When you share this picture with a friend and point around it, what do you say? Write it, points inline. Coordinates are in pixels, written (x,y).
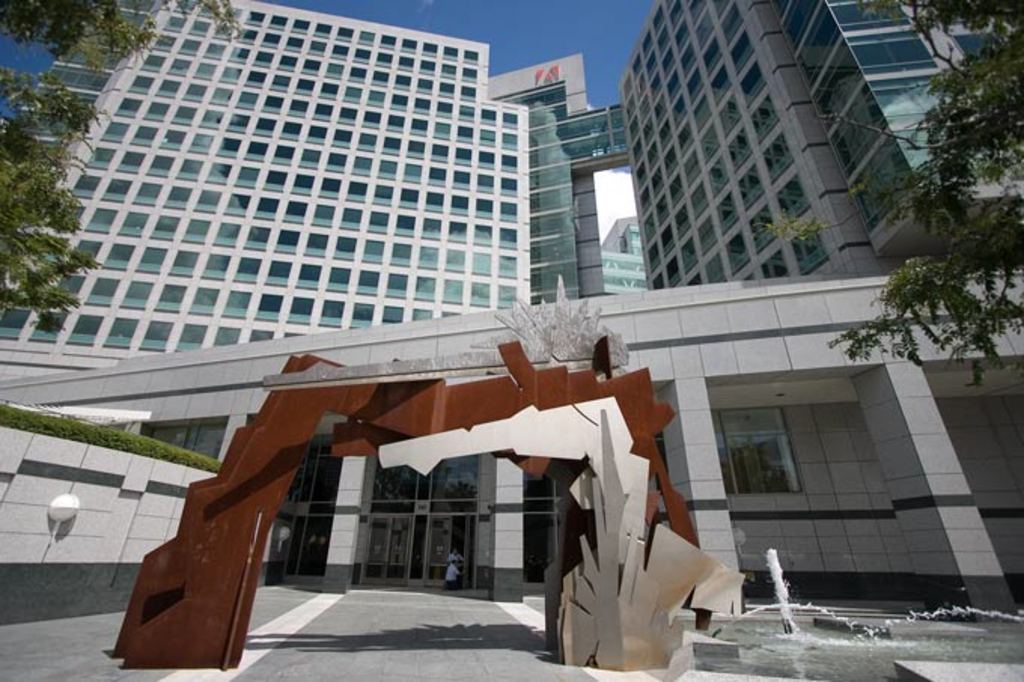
In this picture I can see the arch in front (699,569) and I can see the fountain (771,626). In the background (242,371) I can see the buildings (756,148), few trees (1006,270) and the grass (37,422) on the left side of this picture (54,424). On the top of this picture (566,15) I can see the sky (602,26).
